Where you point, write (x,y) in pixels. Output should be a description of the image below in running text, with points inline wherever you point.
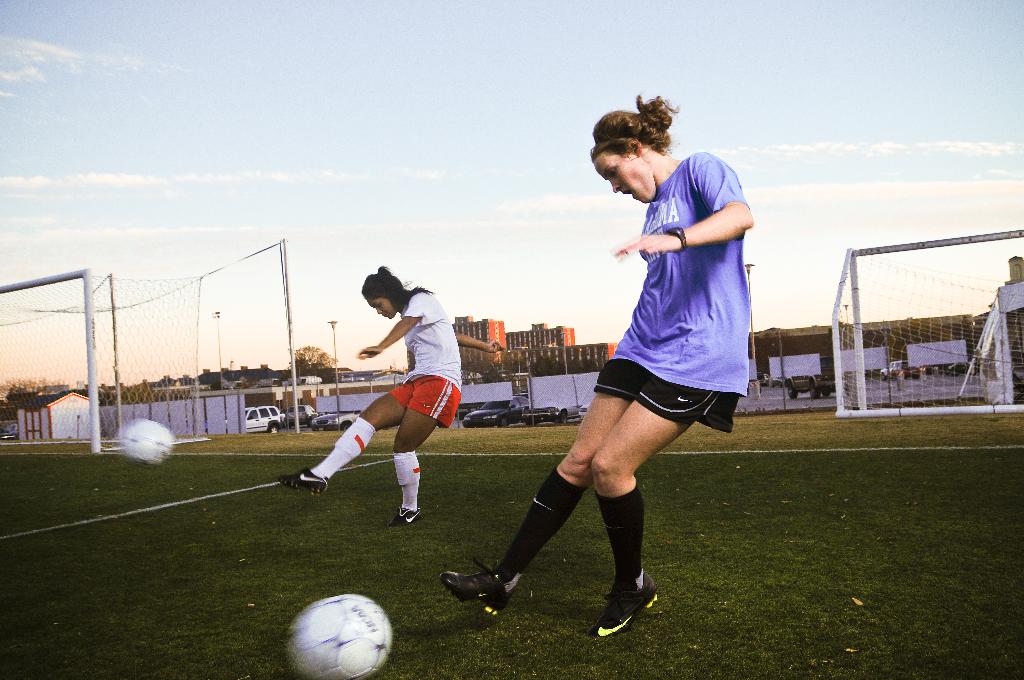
The picture I can see a person (697,301) wearing violet color T-shirt (637,327), socks (534,534) and shoes (620,593) is standing on the ground (892,593) and we can see this person (451,324) wearing white T-shirt (443,340), socks (324,467) and shoes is also standing on the ground (406,548). Here we can see two balls (161,434). In the background (75,340), we can see the nets (75,340), vehicles (799,383) parked here, we can see the fence (548,388), banners (188,409), houses (65,410), trees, buildings (243,380), light poles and the sky (458,203) with clouds (982,193).
